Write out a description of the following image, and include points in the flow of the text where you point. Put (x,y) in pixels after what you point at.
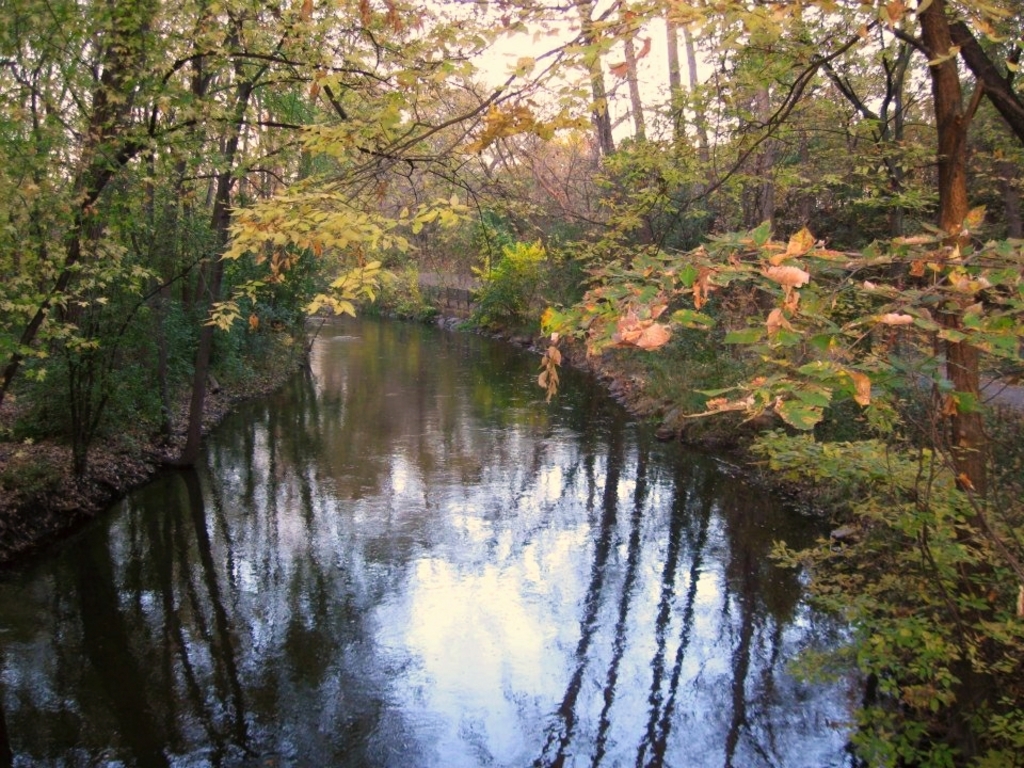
In this picture I can see trees (533,164), plants (588,182) and water (466,681). In the background (645,66) I can see the sky (656,82).
